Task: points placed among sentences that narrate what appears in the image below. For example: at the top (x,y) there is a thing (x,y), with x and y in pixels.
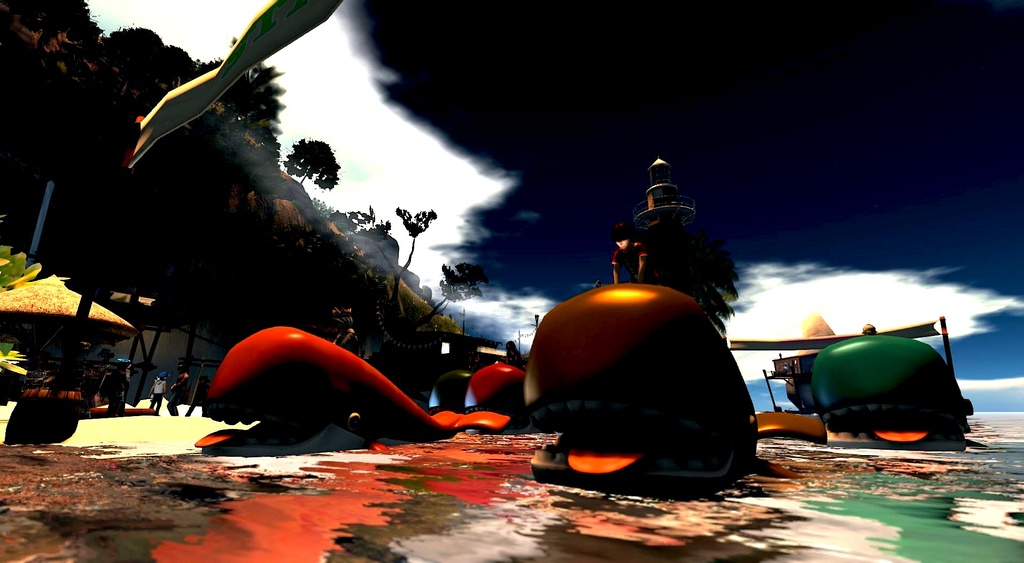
This is an animated image. I can see few people (636,253) on the fishes (889,350), which are in the water (447,484). On the left side of the image (83,400), I can see a hut (63,370), few people (116,413) and there are trees (41,40) on a hill (270,250). At the top of the image (264,53), It looks like a banner (210,95). In the background (666,97), there is the sky (871,190).
